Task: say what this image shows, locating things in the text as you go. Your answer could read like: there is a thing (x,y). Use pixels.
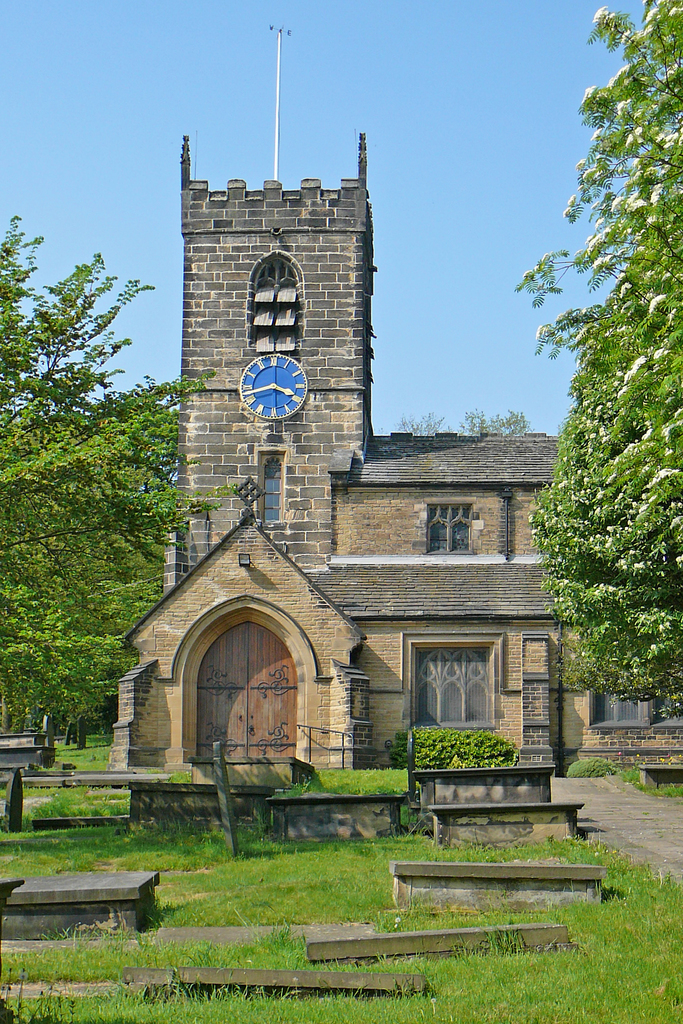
In this image I can see grass (627,994), plants (418,760), a building (350,542), windows (469,698), few trees (624,316), the sky (388,210) and here I can see a blue colour clock (286,382).
